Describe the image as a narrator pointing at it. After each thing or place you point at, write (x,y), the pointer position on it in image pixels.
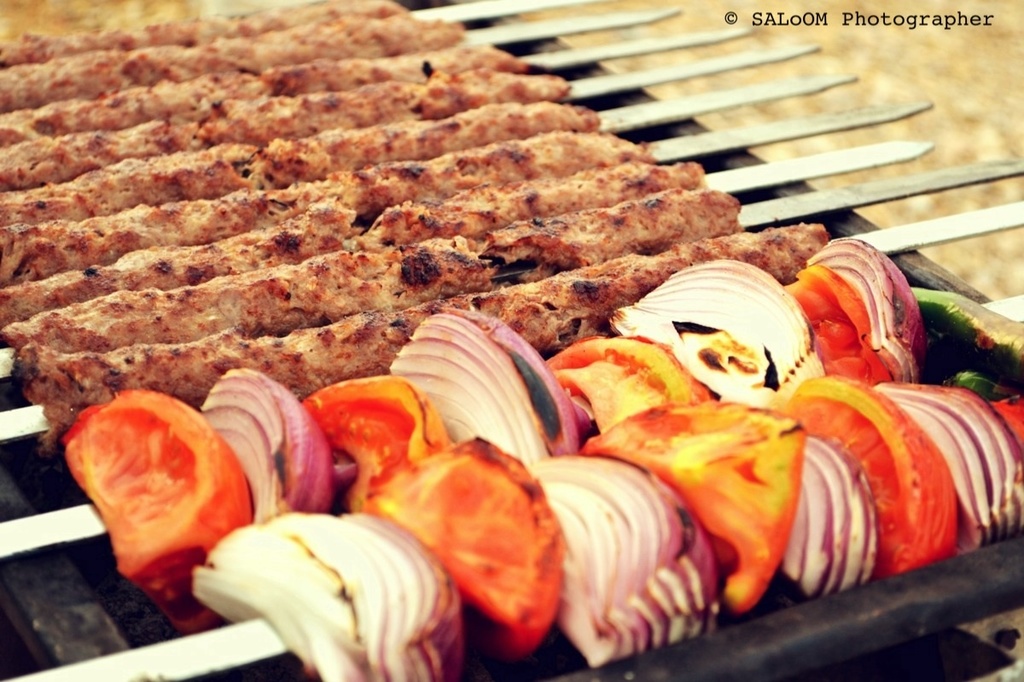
In the image there are grills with kebabs (197,347). And also there are tomato (789,416) and onion pieces (383,534).
